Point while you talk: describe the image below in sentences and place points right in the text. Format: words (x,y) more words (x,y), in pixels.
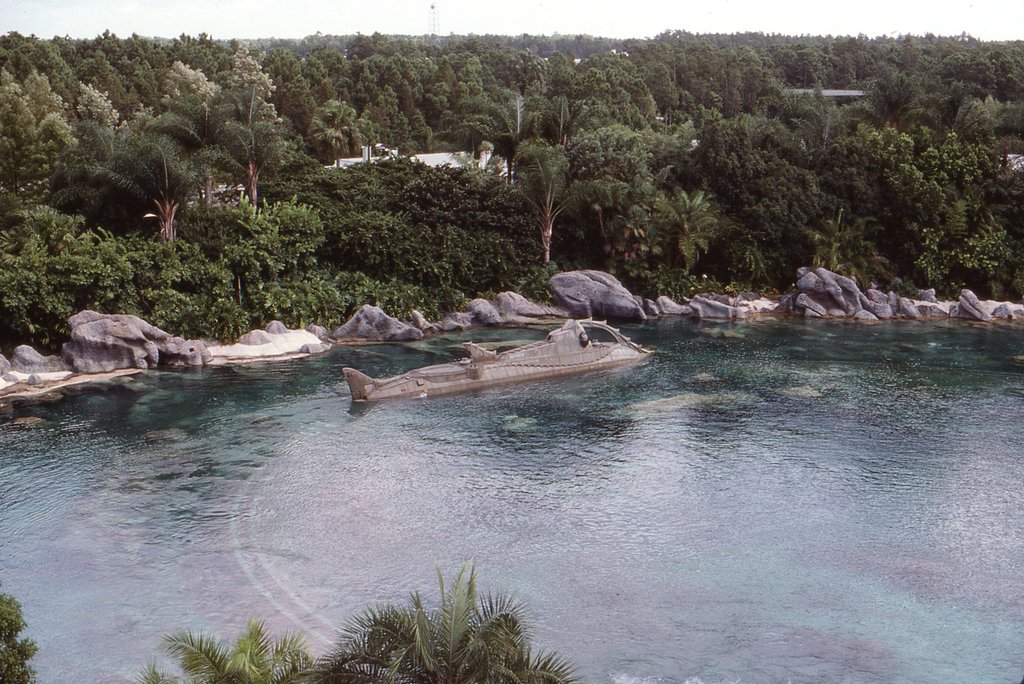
In this image we can see a lake (779,674) and it looks like there is a ship (359,394) in it, behind it there are rocks (821,271), trees (250,271), plants (356,256) and houses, at the bottom of the image (3,673) there are trees (2,604).
